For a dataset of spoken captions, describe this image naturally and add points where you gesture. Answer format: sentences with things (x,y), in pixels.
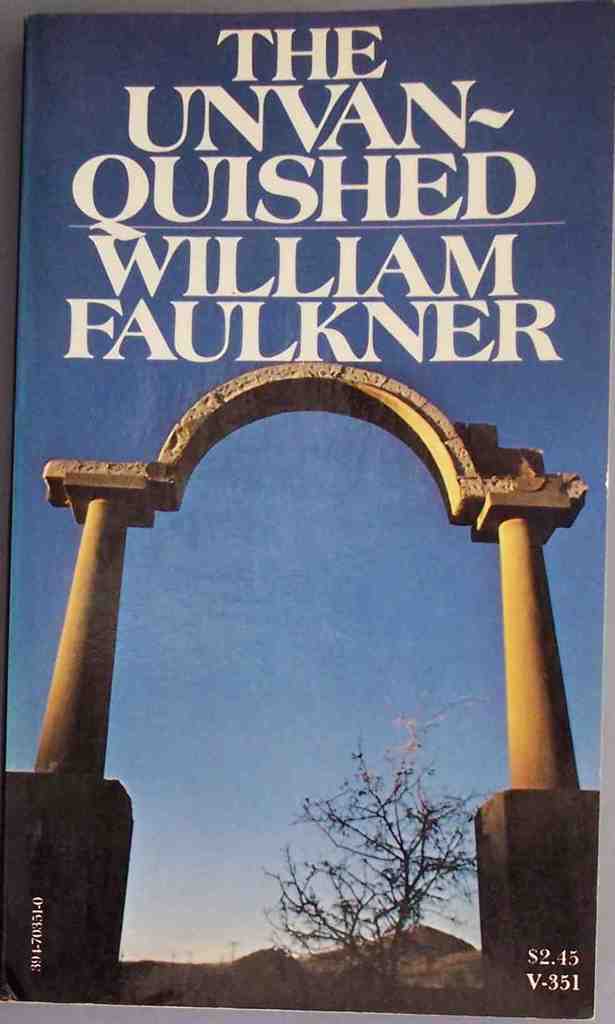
In this picture we can see a book cover (429,620), here we can see an arch (550,740) in the front (552,759), at the bottom (406,916) there is a plant (414,923), we can see some text (339,172) at the top of the picture (349,73).
